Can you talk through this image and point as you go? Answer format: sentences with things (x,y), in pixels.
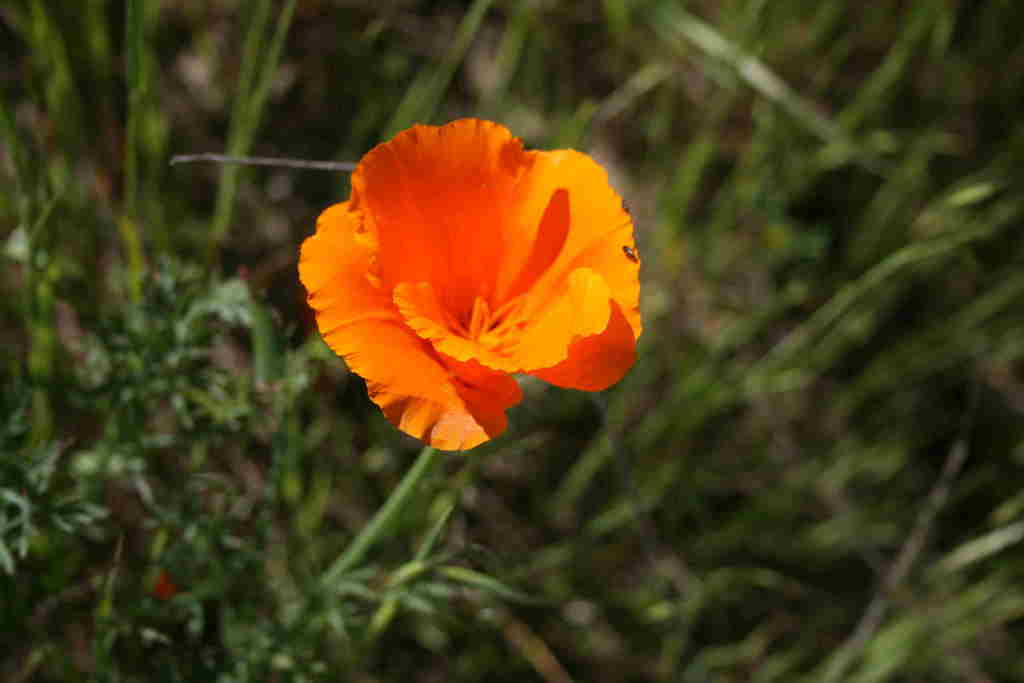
In this image we can see a flower (519,167), plant (298,657), and grass (582,676).
